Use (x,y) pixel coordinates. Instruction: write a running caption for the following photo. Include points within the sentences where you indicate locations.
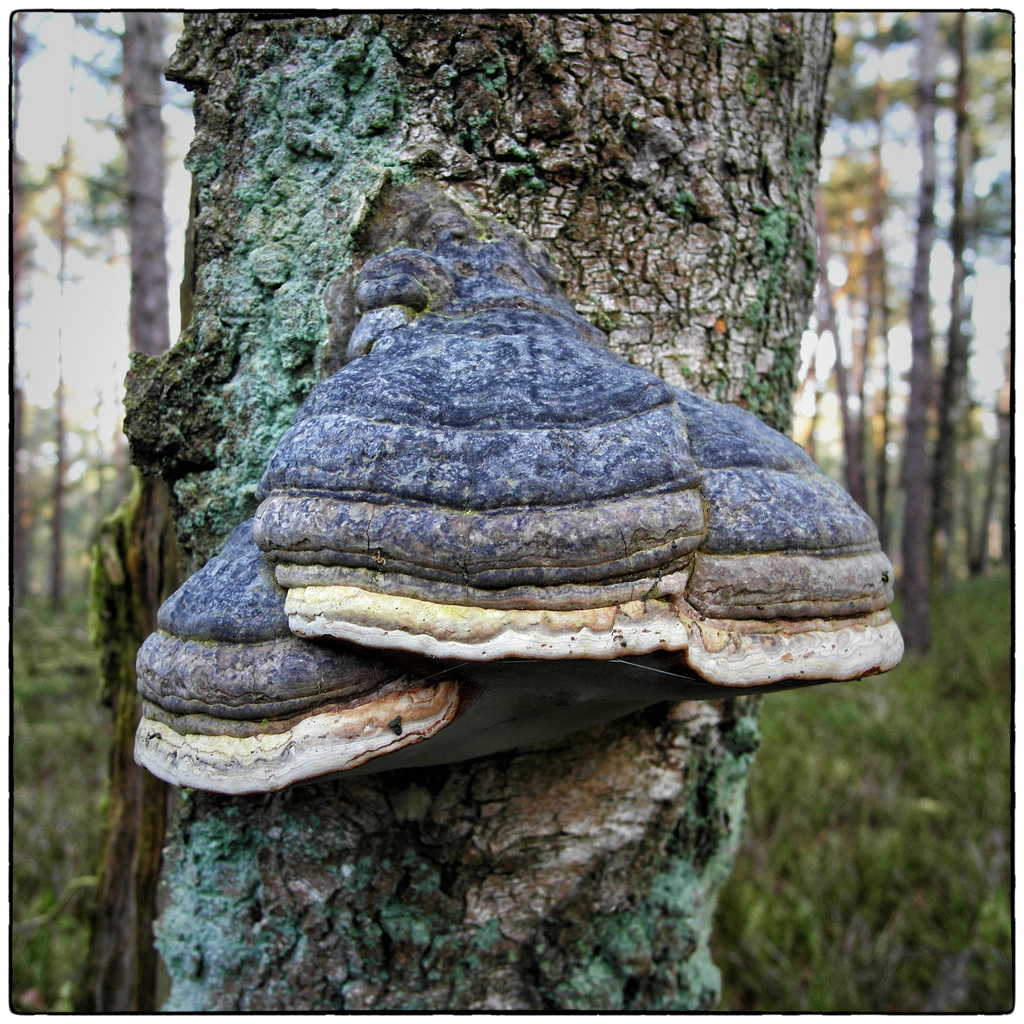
In the image we can see some trees (389,147).
